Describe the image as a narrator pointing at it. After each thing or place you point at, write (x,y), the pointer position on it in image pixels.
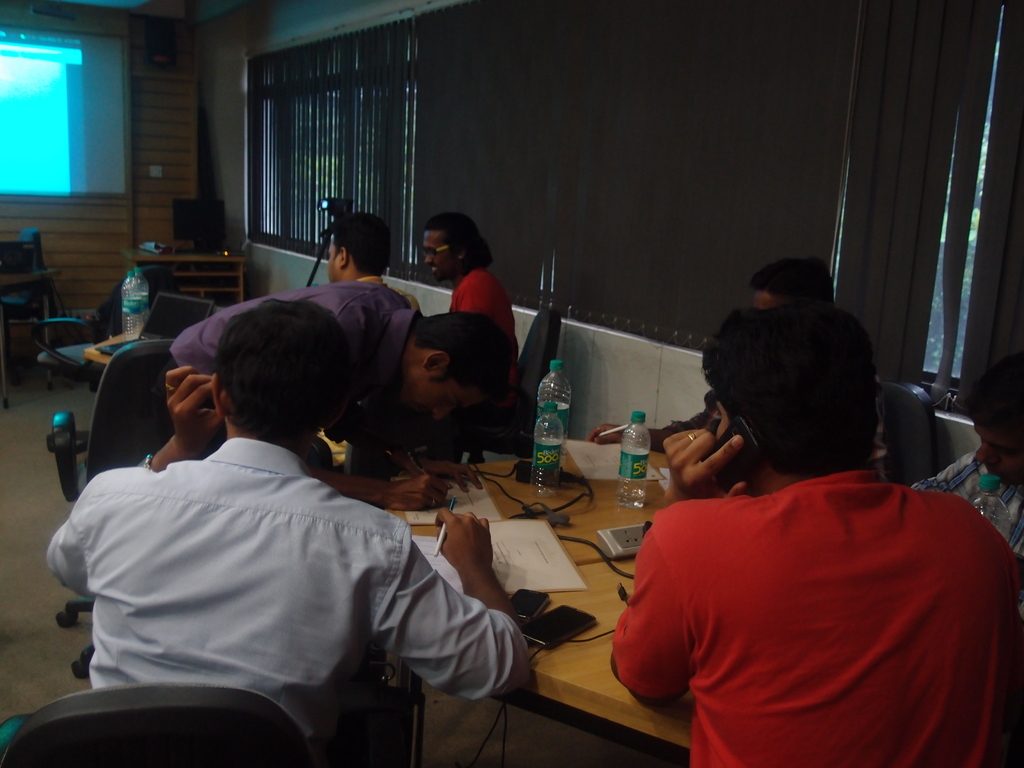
Few people (144,569) are sitting on chairs (92,729) and we can see bottles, papers (553,563), laptop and objects (544,518) on tables (592,656) and we can see chairs (506,413) and window (653,156). Background (80,123) we can see screen (57,152).
